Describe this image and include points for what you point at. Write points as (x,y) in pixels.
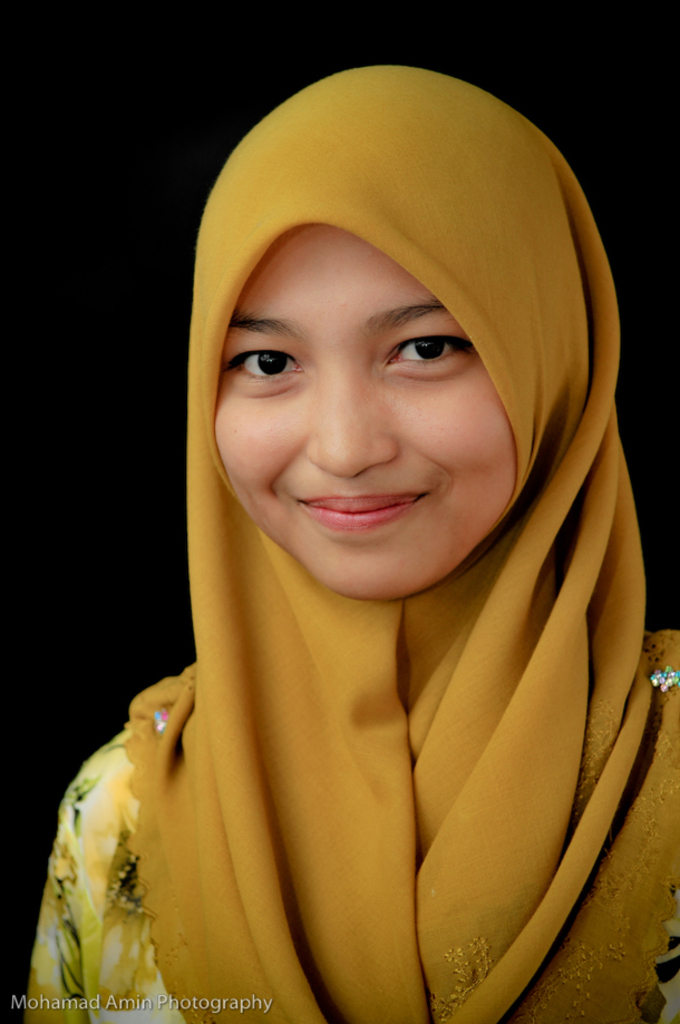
In this image we can see a woman (516,679) wearing a scarf (395,719). On the bottom of the image (88,995) we can see some text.
